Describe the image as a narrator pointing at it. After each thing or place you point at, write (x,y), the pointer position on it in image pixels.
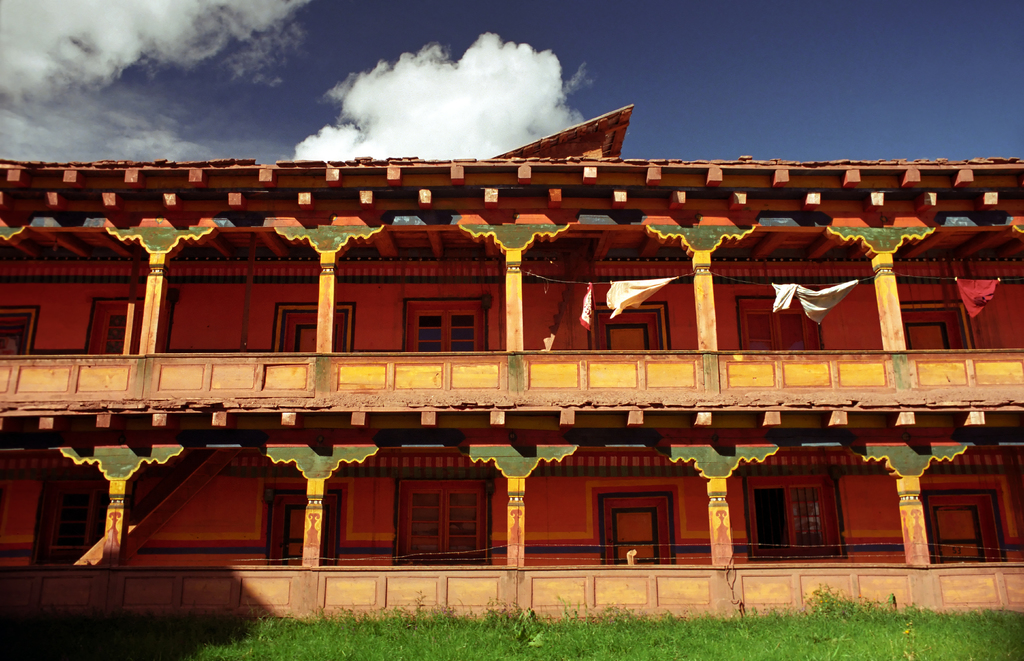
In the center of the image (482,228) there is a building (182,552). At the top of the image (524,19) there is sky (455,39) and clouds (453,63). At the bottom of the image (346,639) there is grass (409,629).
